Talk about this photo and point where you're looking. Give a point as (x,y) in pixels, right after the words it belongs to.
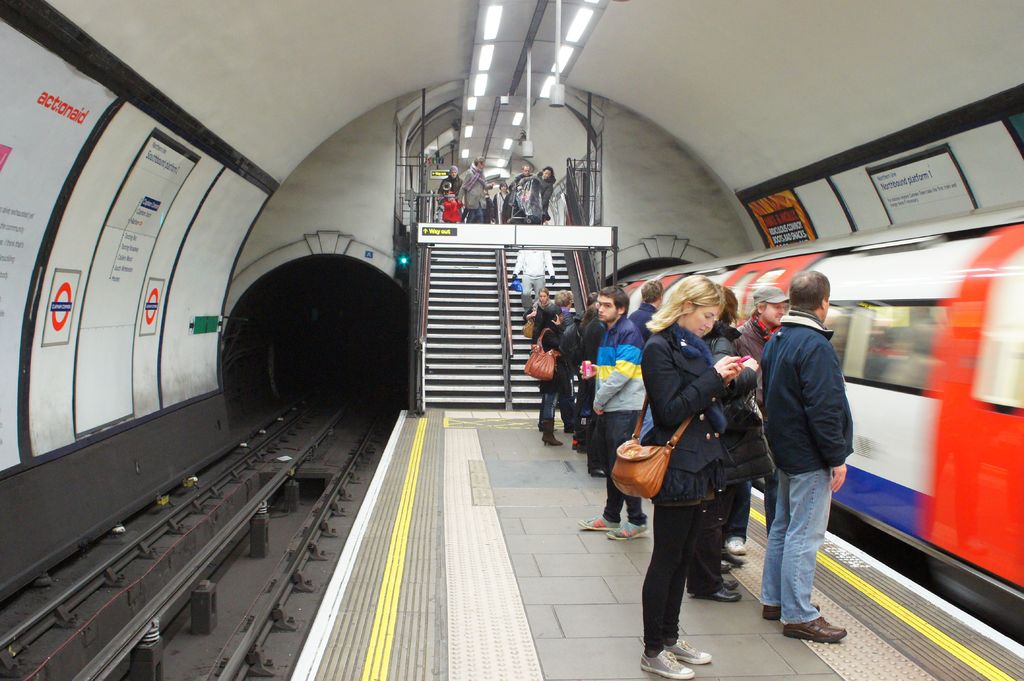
In this image there is a railway track (128,678) and a wall (200,453) with a poster (14,151) on the left corner (48,322). There is a wall (867,187) with poster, train (896,353) and people (796,326) on the right corner (774,406). There are people (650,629) and steps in the background (500,210). There is a platform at the bottom (575,620). There are lights (511,137) on the roof (546,99) at the top (501,127).
